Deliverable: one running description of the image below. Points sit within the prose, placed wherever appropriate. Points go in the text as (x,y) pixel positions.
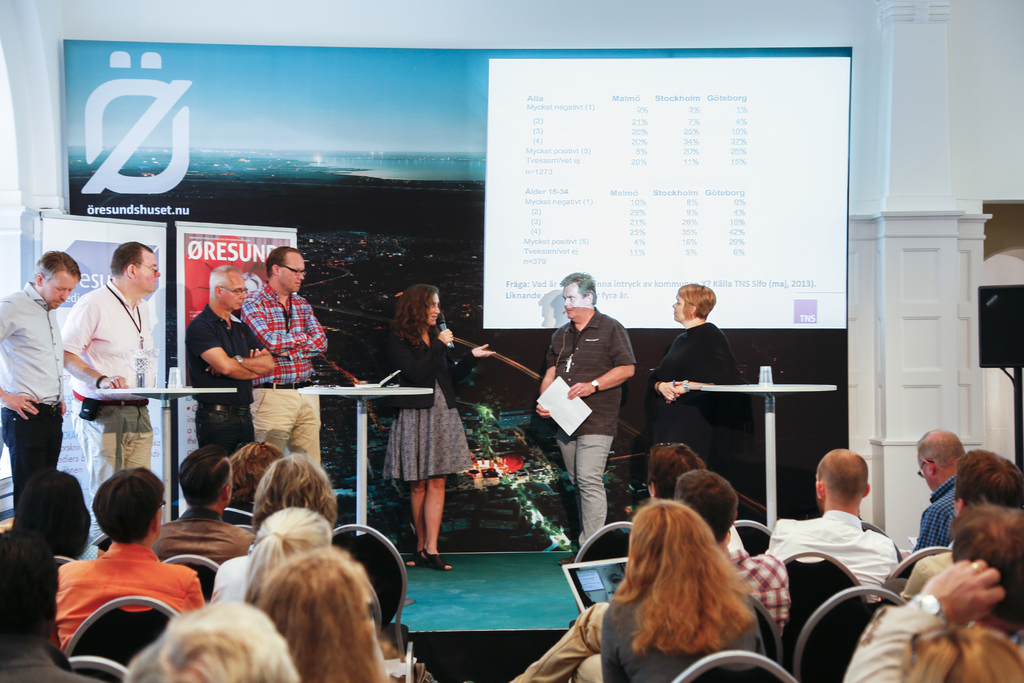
In the image we can see there are people (7,373) who are standing on the stage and in front of them there are people (941,615) who are sitting on chair (391,625) and they are looking at them.
